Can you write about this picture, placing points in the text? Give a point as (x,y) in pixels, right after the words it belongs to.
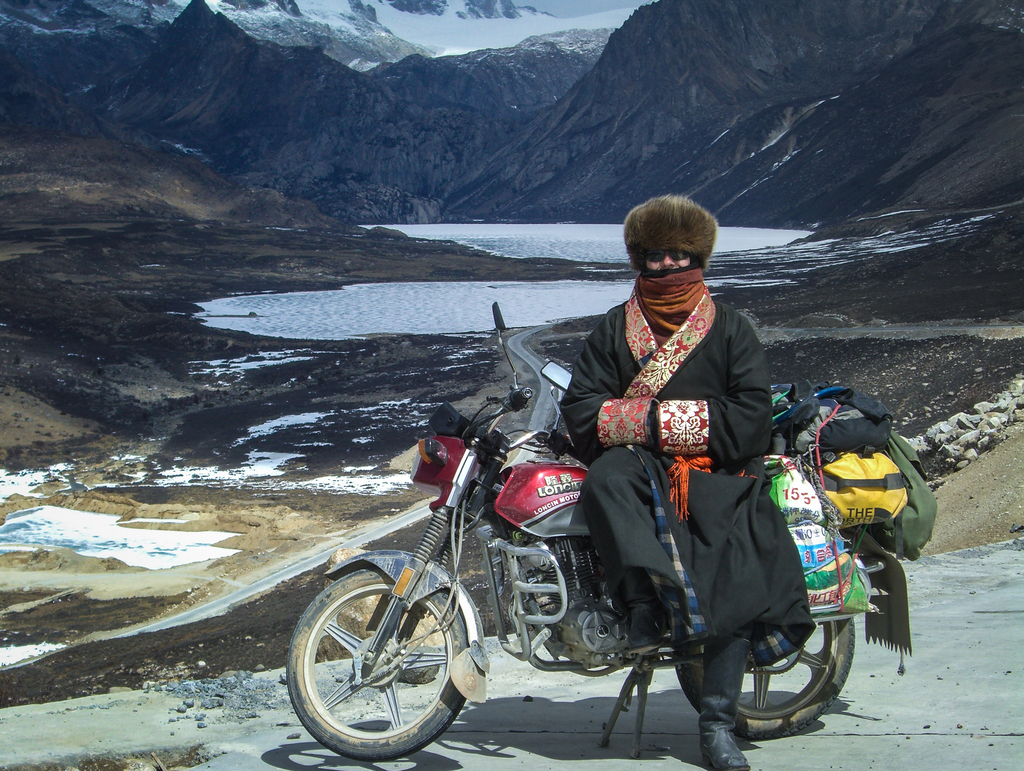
This picture is clicked outside the city. In the middle of the picture (645,334), we see a person (707,384) in black dress (710,409) is wearing scarf (678,303) around his neck (664,313), even wearing goggles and cap (689,214) and he is sitting on bike (502,608). On bike (517,610), we see many bags (845,475) and covers (823,528) tied to it. Behind him, we see water (402,323). Behind water (450,301) or lake (465,293), we see mountains (443,62) which are covered with snow (466,23).
